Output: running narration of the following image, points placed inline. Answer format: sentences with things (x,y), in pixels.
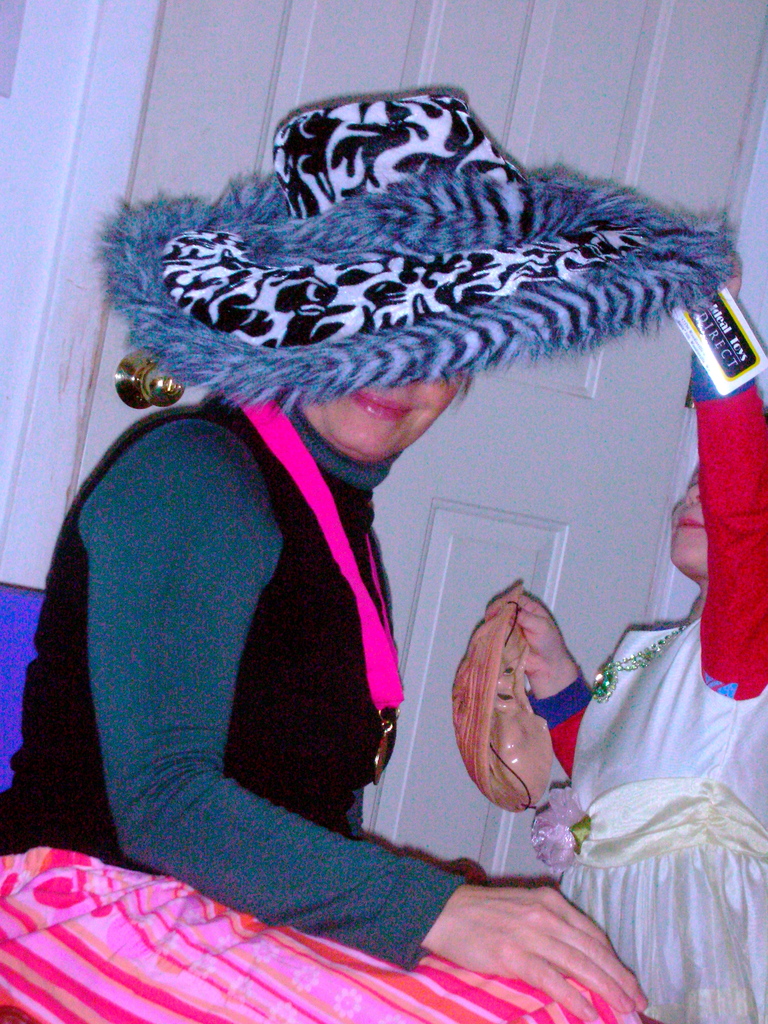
In the center of the image (304,555), we can see a lady (208,565) wearing hat (363,301) and on the right (682,777), there is a kid (664,702) holding a mask (508,680). In the background (360,74), there is door (581,67).
